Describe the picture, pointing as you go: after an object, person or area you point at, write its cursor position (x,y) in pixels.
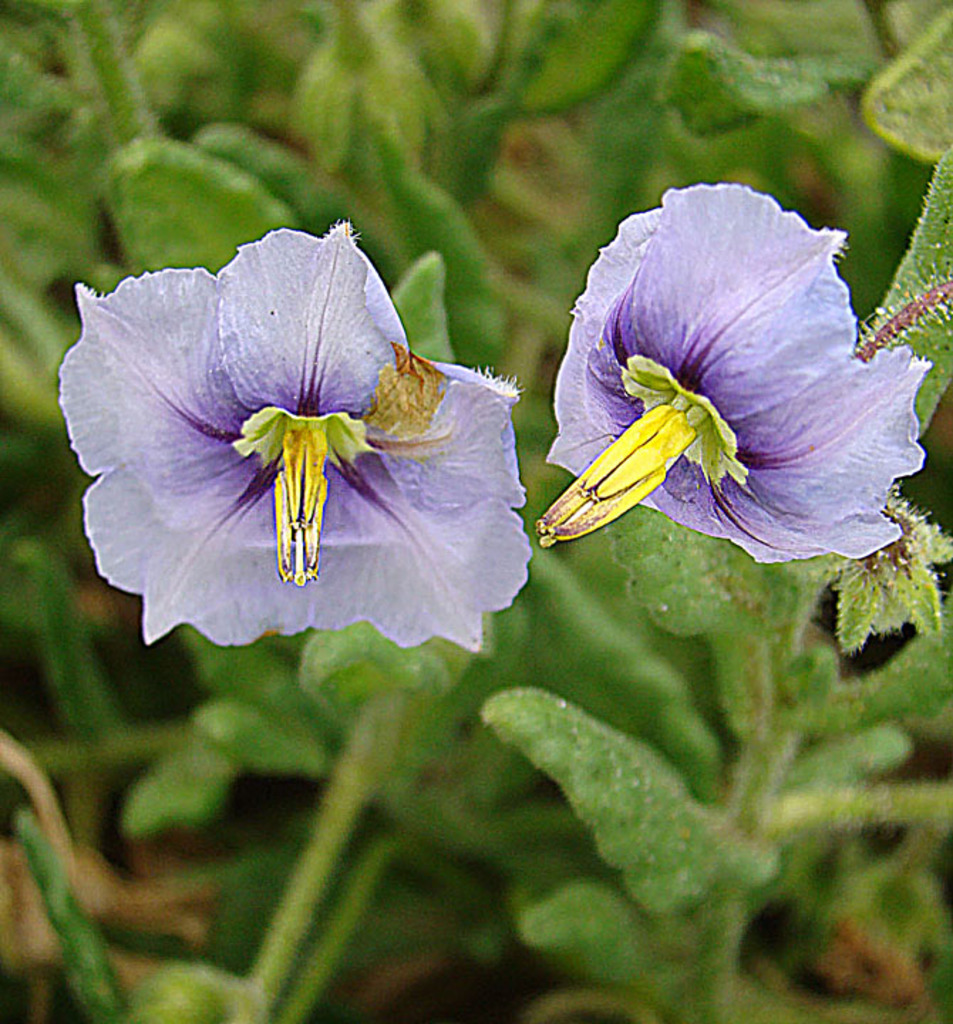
In this image I can see a purple and yellow color flower (643,365). I can see green color leaves (651,766).
